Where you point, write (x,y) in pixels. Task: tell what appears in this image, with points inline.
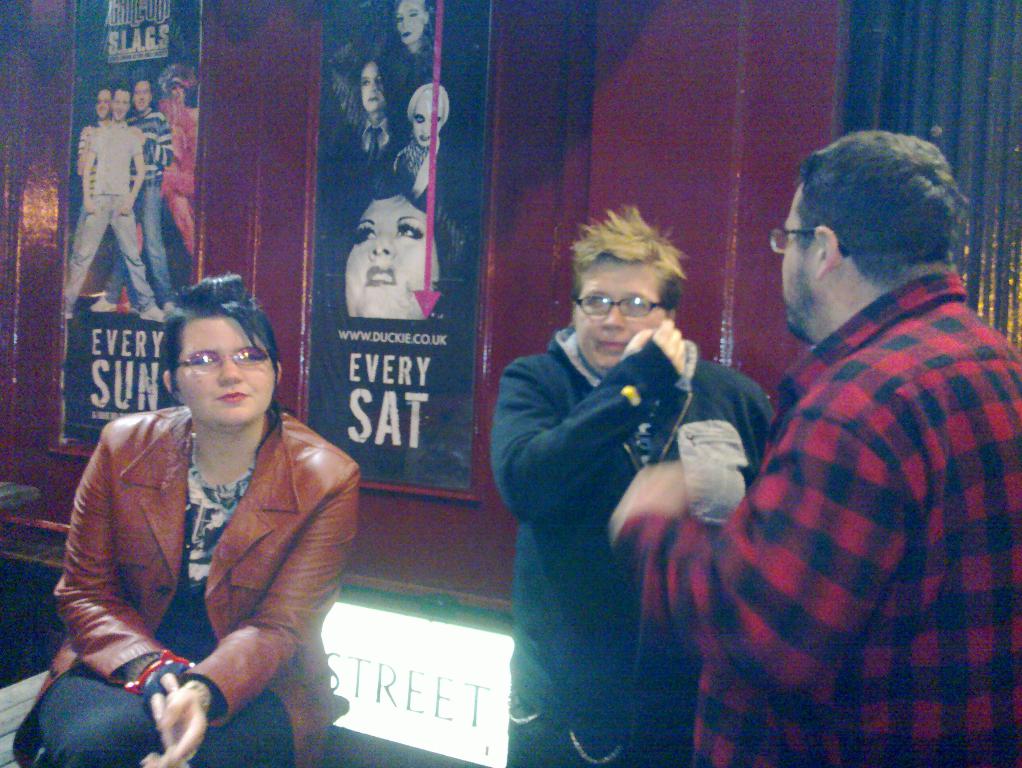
In this image there is a lady (259,711) sitting on the bench (0,765) and two people (985,475) standing beside her, at their back there is a wall (20,240) with posters (386,321).
